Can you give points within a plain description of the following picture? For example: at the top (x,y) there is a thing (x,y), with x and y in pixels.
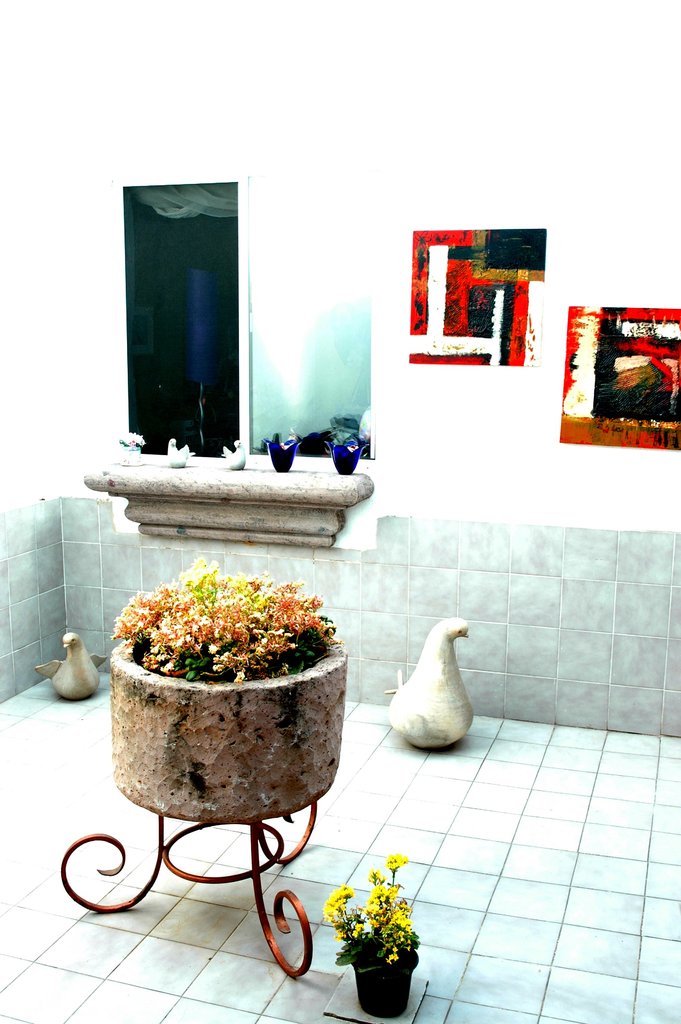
In the picture I can see a floral design pot (233,722) on the left side (209,727). I can see a small flower pot (384,918) on the floor (322,975) and it is at the bottom of the picture (398,918). I can see the ceramic duck planters (409,682) on the floor (480,736). I can see the glass window (282,403) on the left side (182,259).
